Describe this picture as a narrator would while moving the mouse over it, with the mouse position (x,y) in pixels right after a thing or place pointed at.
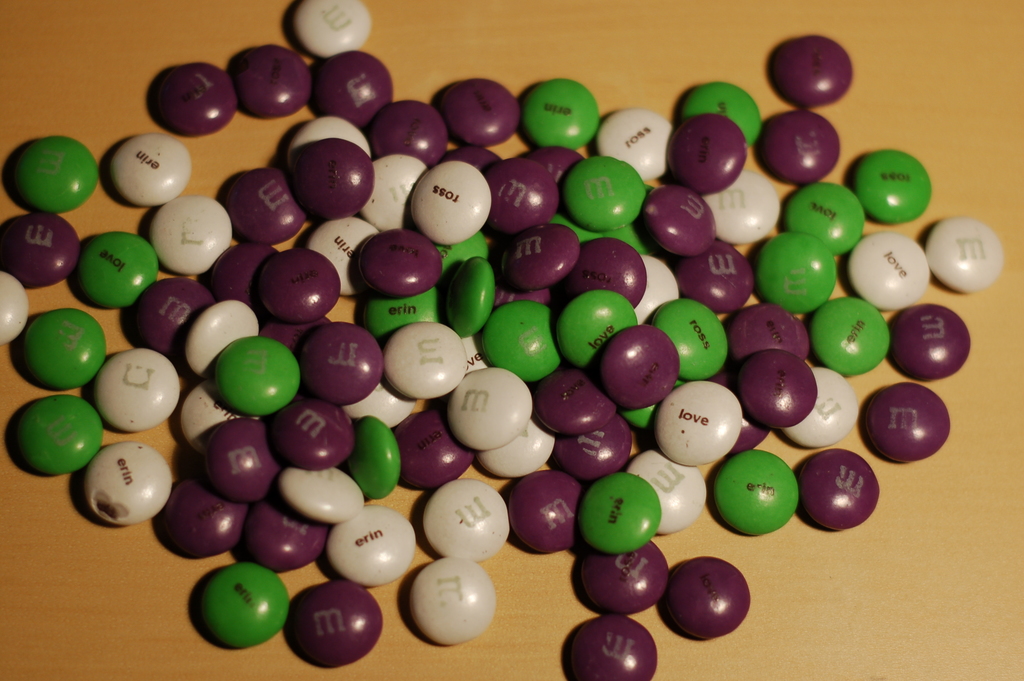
In this image I can see few m&ms (328,341) which are green, cream and purple in color on the brown and cream colored surface (783,190).
